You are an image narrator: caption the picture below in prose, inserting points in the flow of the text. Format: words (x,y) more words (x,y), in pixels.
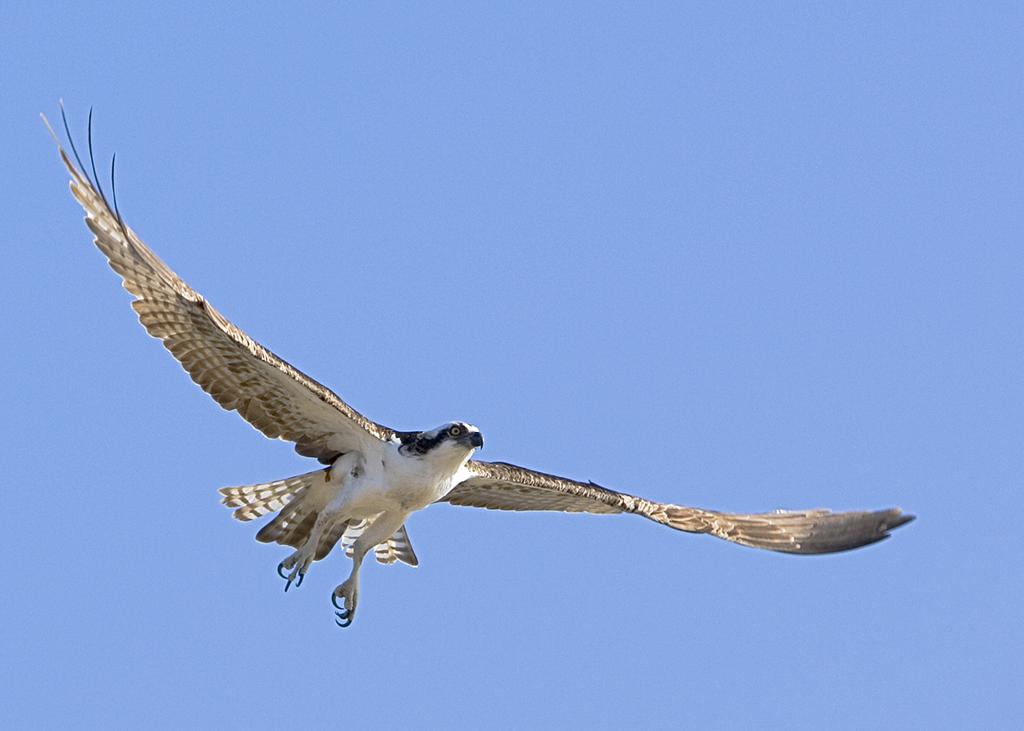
In this picture i can see an eagle (403,476) is flying. In the background (232,476) i can see sky (387,342).
